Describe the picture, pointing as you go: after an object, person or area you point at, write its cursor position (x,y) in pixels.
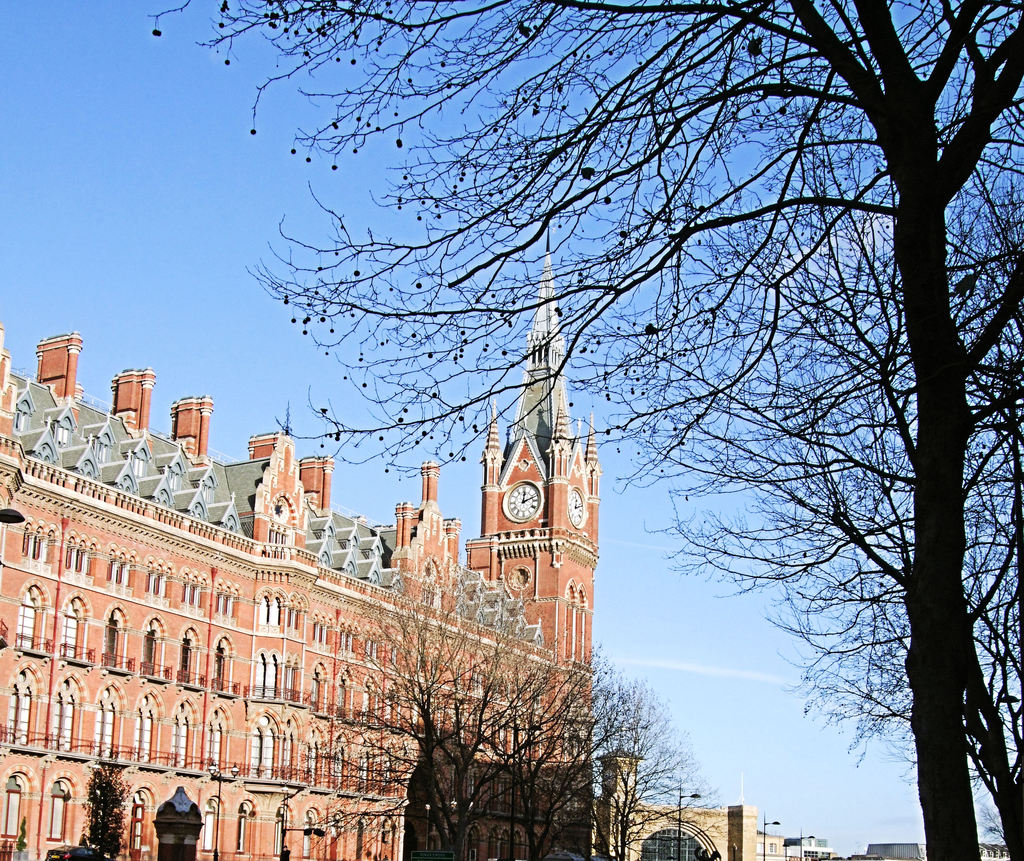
On the right side (873,319) there are bare trees (948,590). In the background (525,717) there are buildings (309,804), street lights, poles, windows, a clock (524,513) on the wall (487,565) and clouds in the sky (686,687).
